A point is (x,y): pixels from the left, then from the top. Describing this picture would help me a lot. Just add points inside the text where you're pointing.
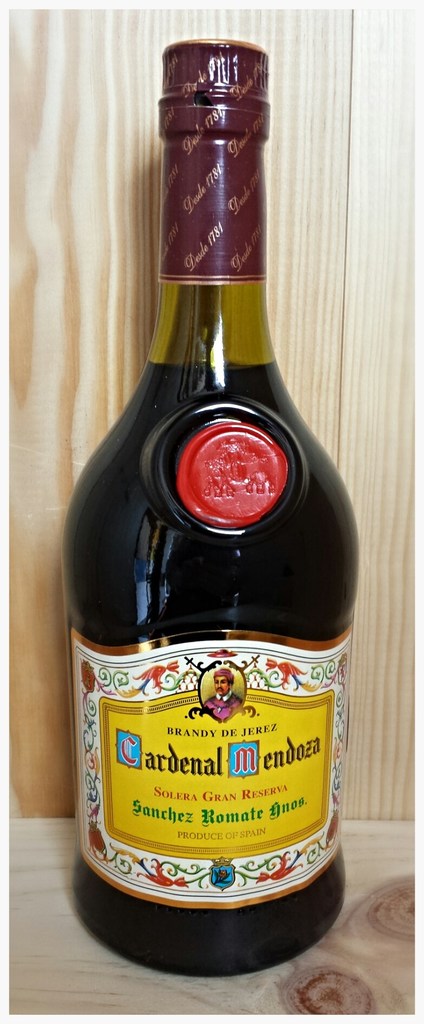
In this picture there is a bottle (208,410) named Cardinal Mendosa. The bottle (333,730) is beautifully packed and placed on a wooden table (361,896).
